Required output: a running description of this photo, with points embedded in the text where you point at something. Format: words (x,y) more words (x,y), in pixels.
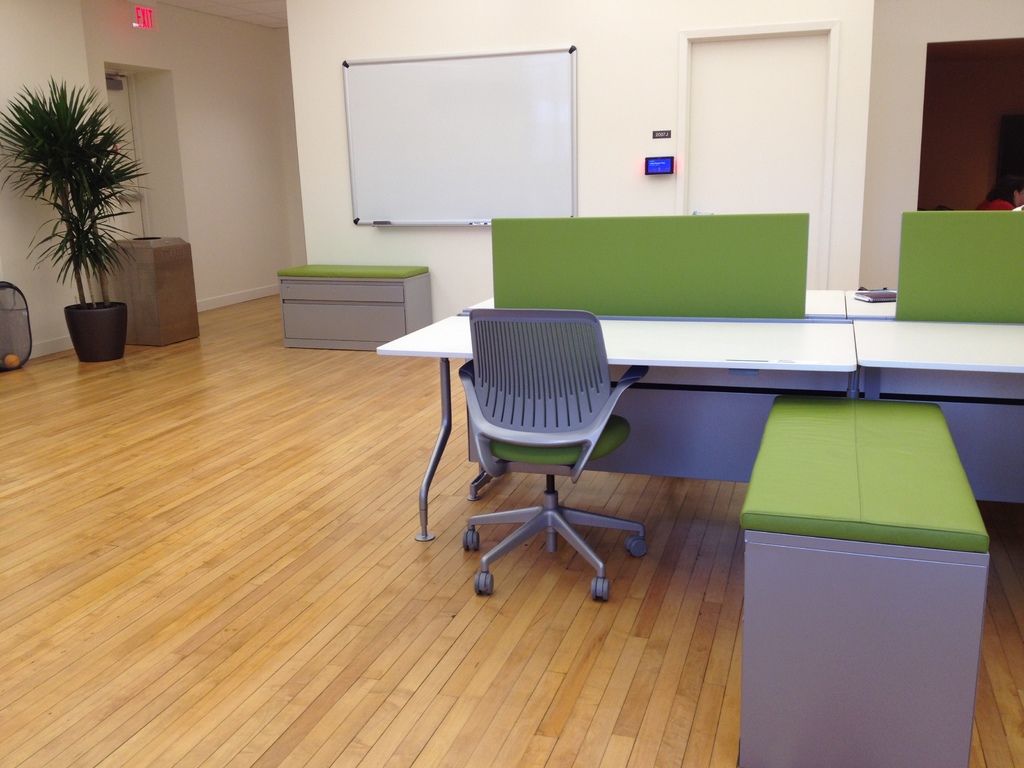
In the image we can see a chair (573,379), desk (786,361), wooden floor (242,568), plant pot (66,243) and a white board (421,144). Here we can see a door (783,172), garbage bin (157,280) and instruction board (145,24).
